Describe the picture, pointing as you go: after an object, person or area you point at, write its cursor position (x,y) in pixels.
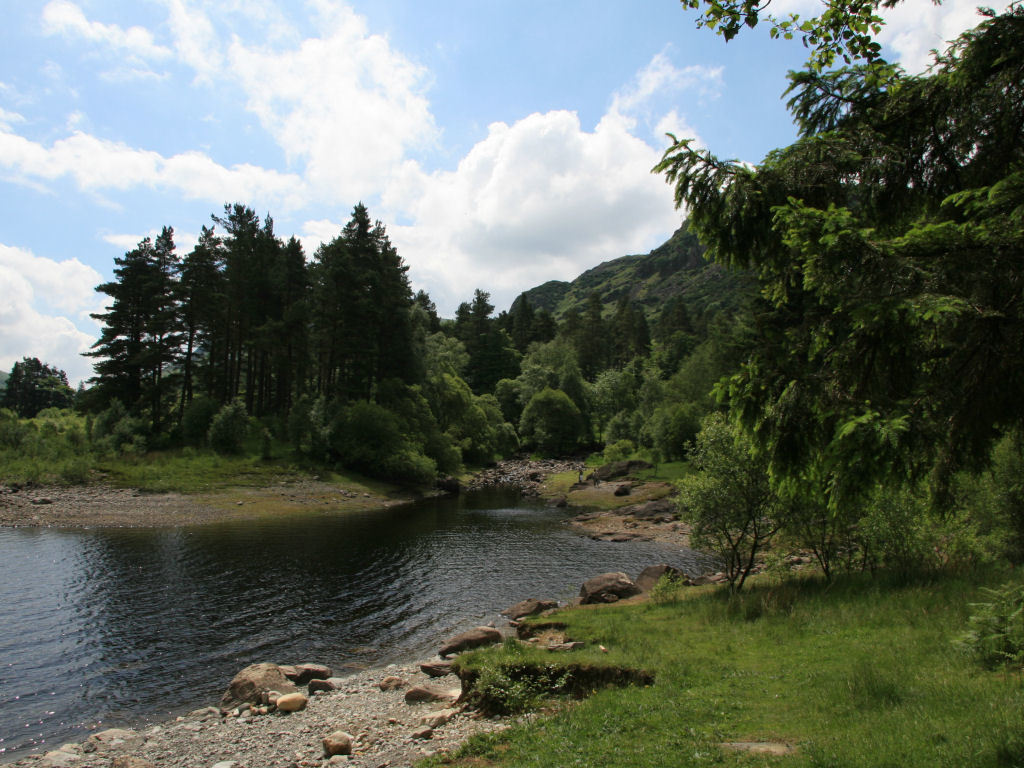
In the picture I can see the lake (462,502). There are trees (340,339) on both sides of the lake (603,570). I can see the green grass (810,595) on the right side of the image (789,691). There are rocks (427,720) on the side of the lake (370,628). There are clouds (386,116) in the sky (193,204).
